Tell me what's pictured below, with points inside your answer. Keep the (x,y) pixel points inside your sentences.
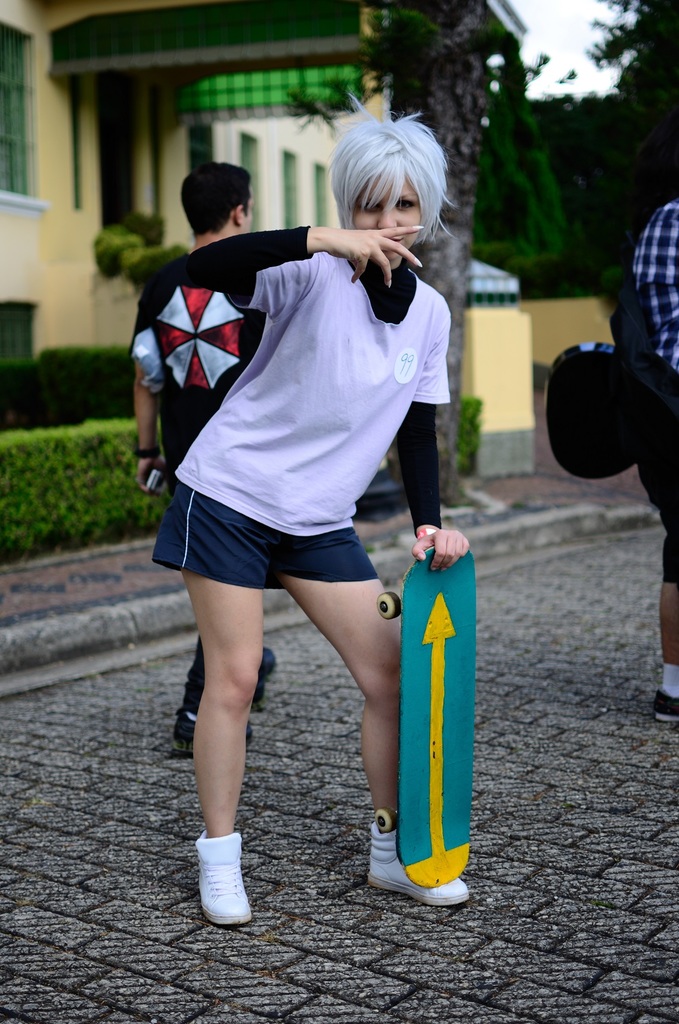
In front of the image there is a person (419,446) holding the board (449,659). Behind her there are two other people (652,184) standing on the road (473,998). In the background of the image (38,397) there are bushes (13,376), trees (542,244) and a building (59,35).
